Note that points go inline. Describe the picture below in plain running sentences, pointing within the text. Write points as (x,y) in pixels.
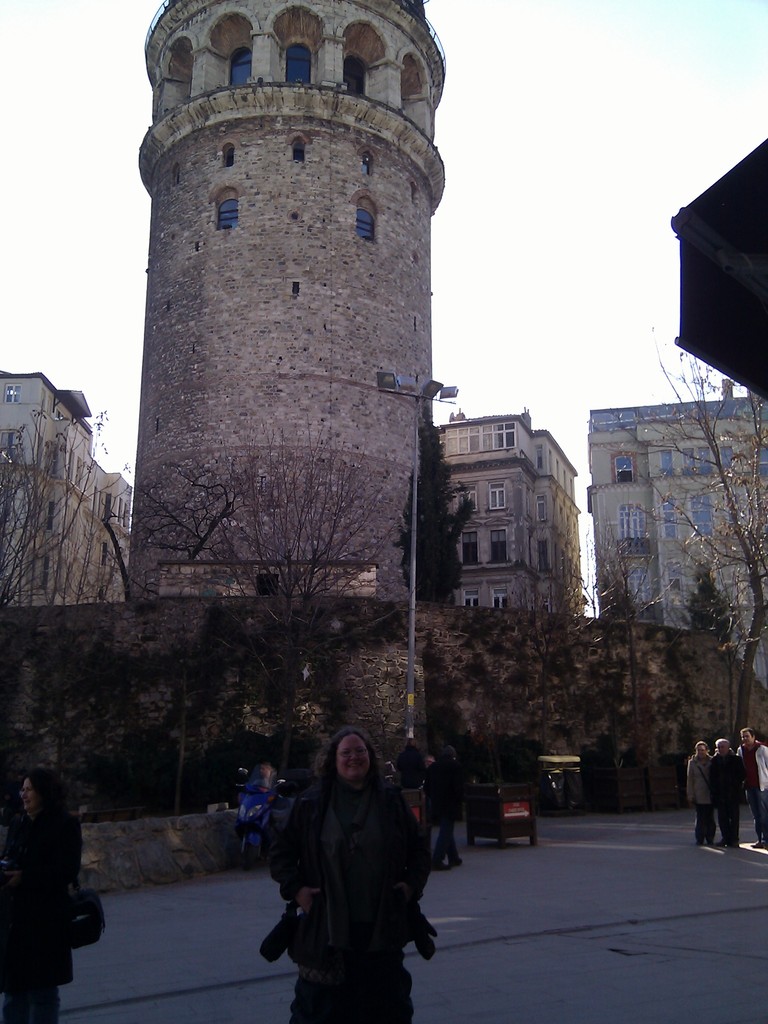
In this picture I can see the path (450,960) in front (659,978) on which there are number of people (37,924) and in the background (228,643) I can see the trees (292,605), a light pole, number of buildings (497,522), a tower (412,442) and the sky (74,67).
